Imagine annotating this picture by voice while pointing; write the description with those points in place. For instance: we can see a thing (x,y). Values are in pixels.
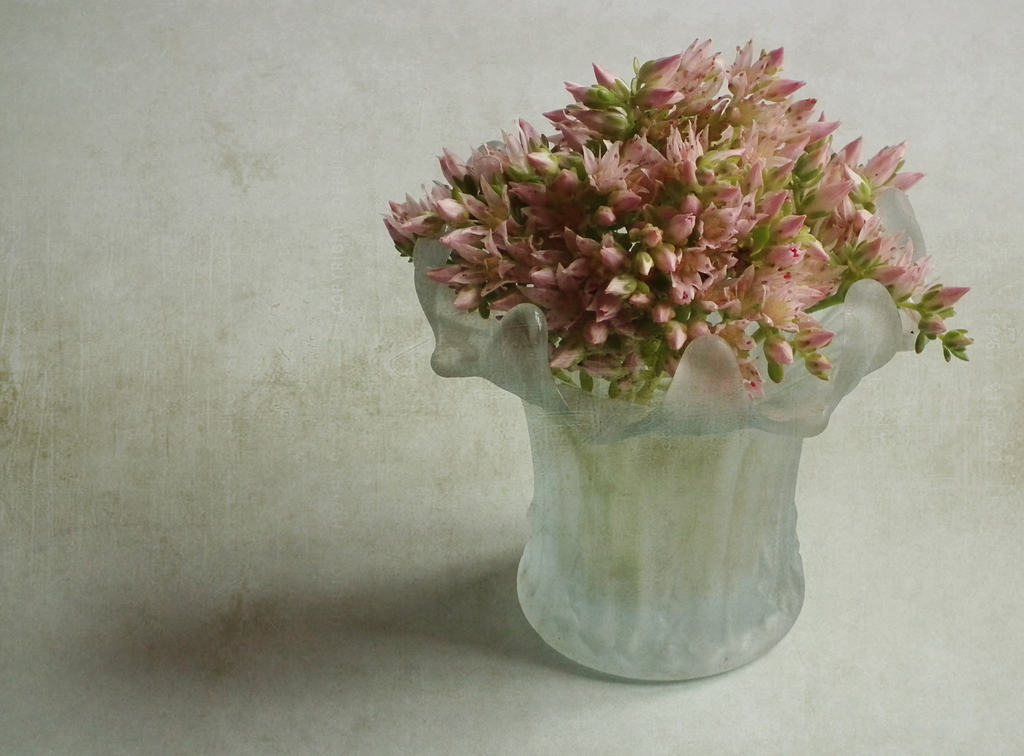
In the image there is jar (636,567) with flowers (628,346) in it on the floor (339,471).
